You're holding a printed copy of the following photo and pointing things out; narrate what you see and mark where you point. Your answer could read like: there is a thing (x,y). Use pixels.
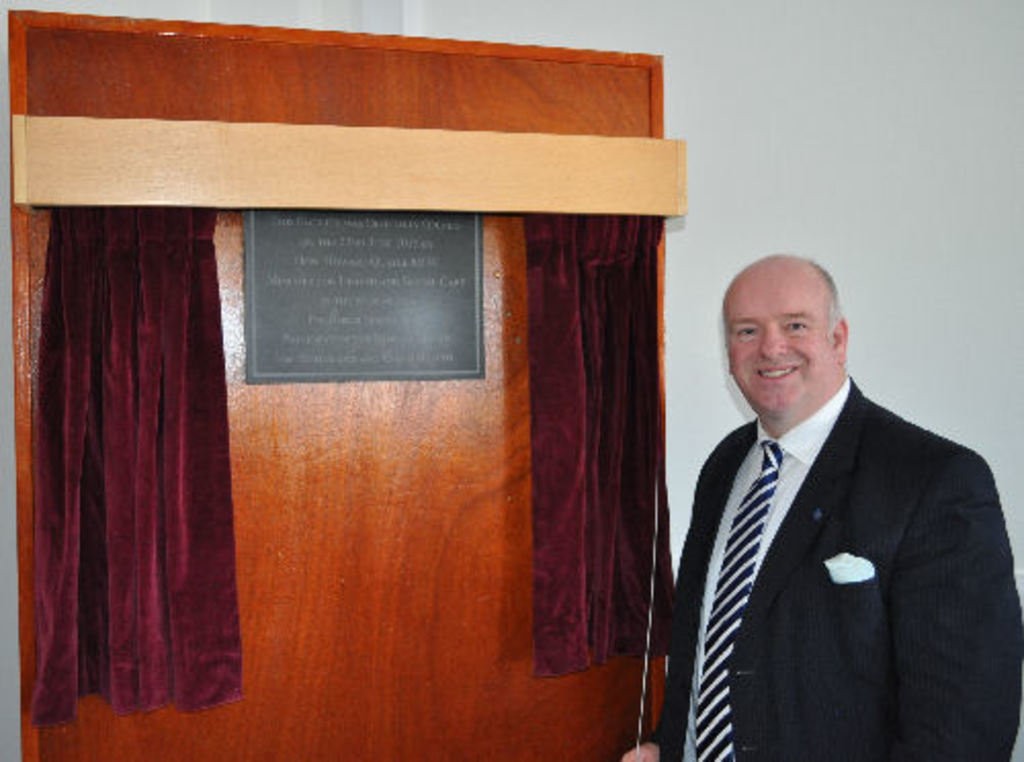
The person (893,492) wearing black suit (851,550) is standing in the right corner (836,539) and there is a board (396,303) which has something written (354,292) on it beside him and there are curtains (166,290) on either sides of it.
